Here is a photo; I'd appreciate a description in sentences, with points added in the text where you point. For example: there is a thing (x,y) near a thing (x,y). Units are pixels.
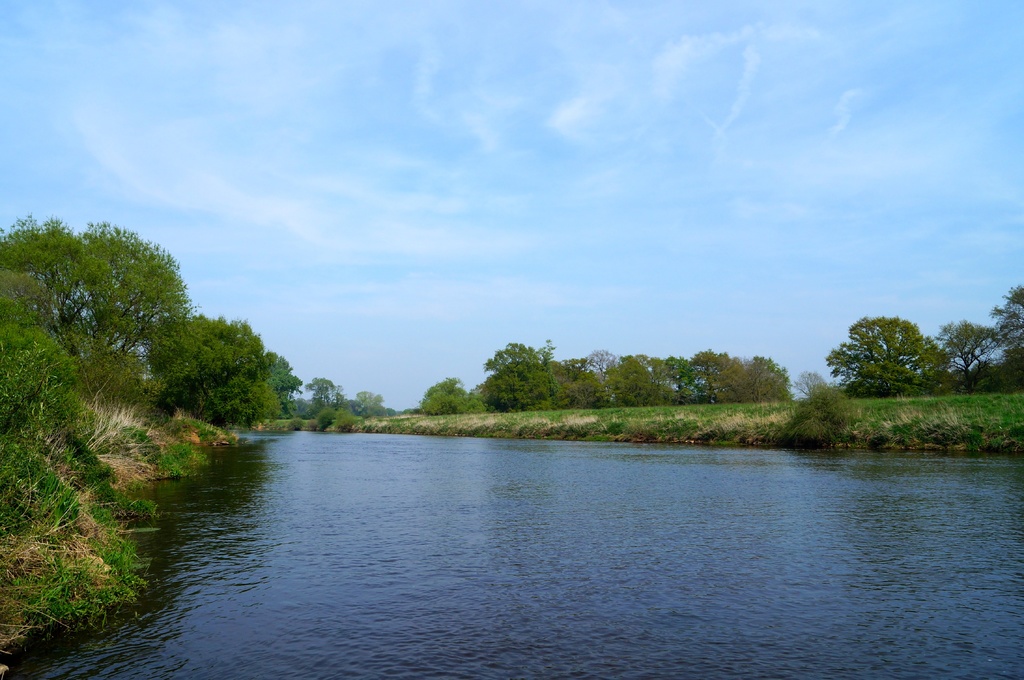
In this image I can see water (469,561), at left (242,427) and right I can see trees (618,364) in green color. Background sky (543,129) is in white and blue color.
